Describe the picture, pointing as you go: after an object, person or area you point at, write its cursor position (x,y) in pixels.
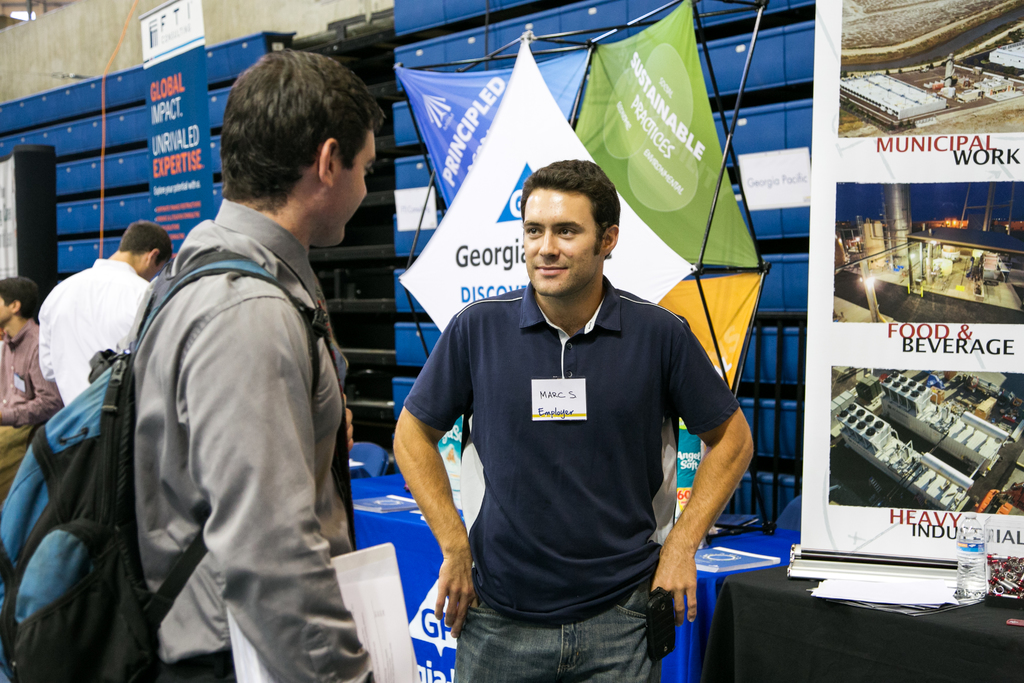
In this picture on the left corner (143,463), we see a man (232,412) in grey shirt (225,380) is wearing blue and black color backpack (68,563) is holding some papers (369,622) in his hands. The man (497,351) in the middle (640,429) wearing blue t-shirt (534,449), is having a badge (574,411) with his name (542,399) on it. He is looking to the man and smiling. Beside him, we see a table (790,617) on which black color cloth (904,633) is placed and on the table (951,647), we see papers (914,590) and water bottle (967,577). Behind that, we see banner (922,259) with some images (941,375) and text (958,142) written on it. Behind this man (540,208), we see some banners (651,162) and also some seats (762,61) which are blue in color.
